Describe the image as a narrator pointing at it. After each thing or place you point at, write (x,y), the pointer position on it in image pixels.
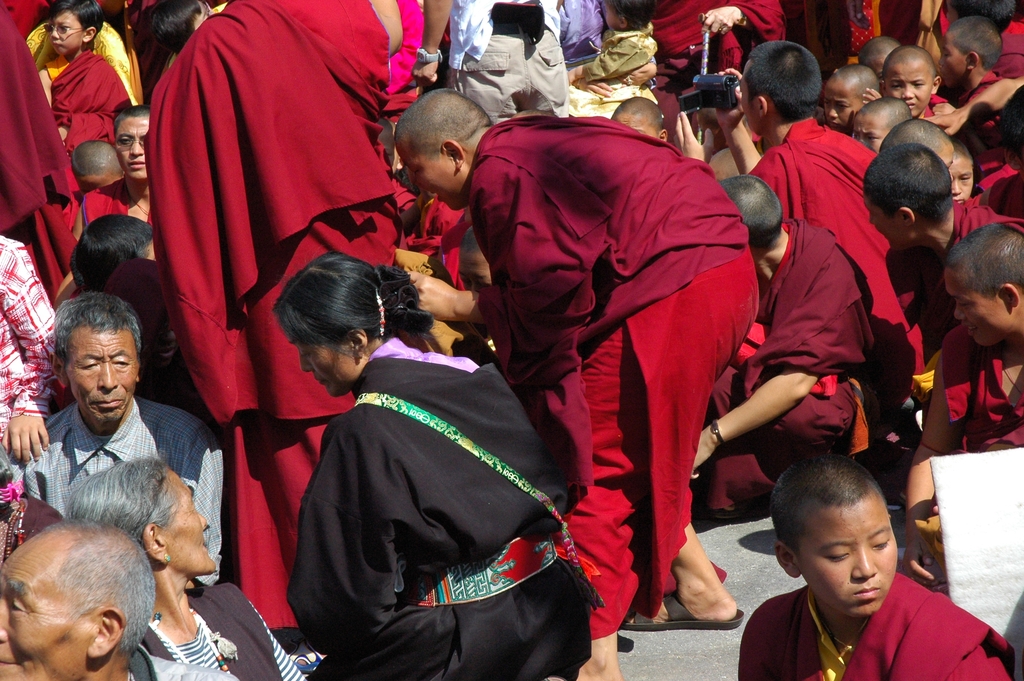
In this picture we can see a man (598,205) who is wearing red dress (632,258). He is standing near to the woman (382,409) who is wearing black dress (446,514). In the background (866,224) can see group of persons (528,76). On the bottom right (812,476) there is a boy (808,612) who is wearing yellow t-shirt (838,650) and red top (912,652). On the bottom left (167,557) we can see old persons (61,527).
